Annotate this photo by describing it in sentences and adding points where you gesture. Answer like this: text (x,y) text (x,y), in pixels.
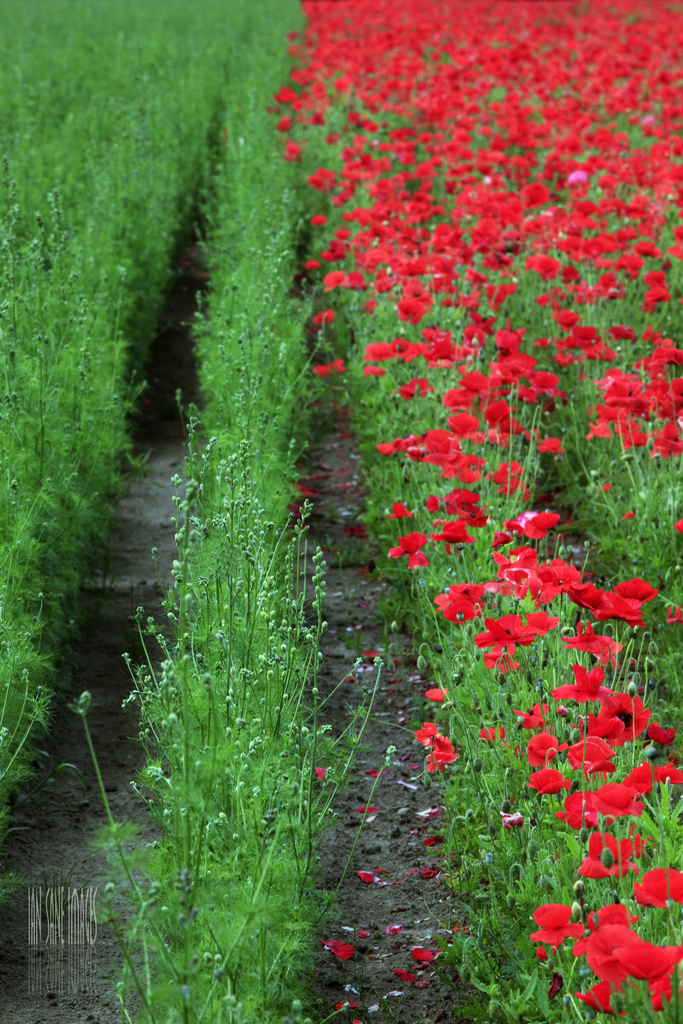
On the right side of the picture (655,419) we can see red color flowers (440,31) to the plants (555,802) and on the left side of the picture (207,577) we can see green color plants (38,386). Here we can see the watermark (37,909) on the bottom left side of the image (71,947).
